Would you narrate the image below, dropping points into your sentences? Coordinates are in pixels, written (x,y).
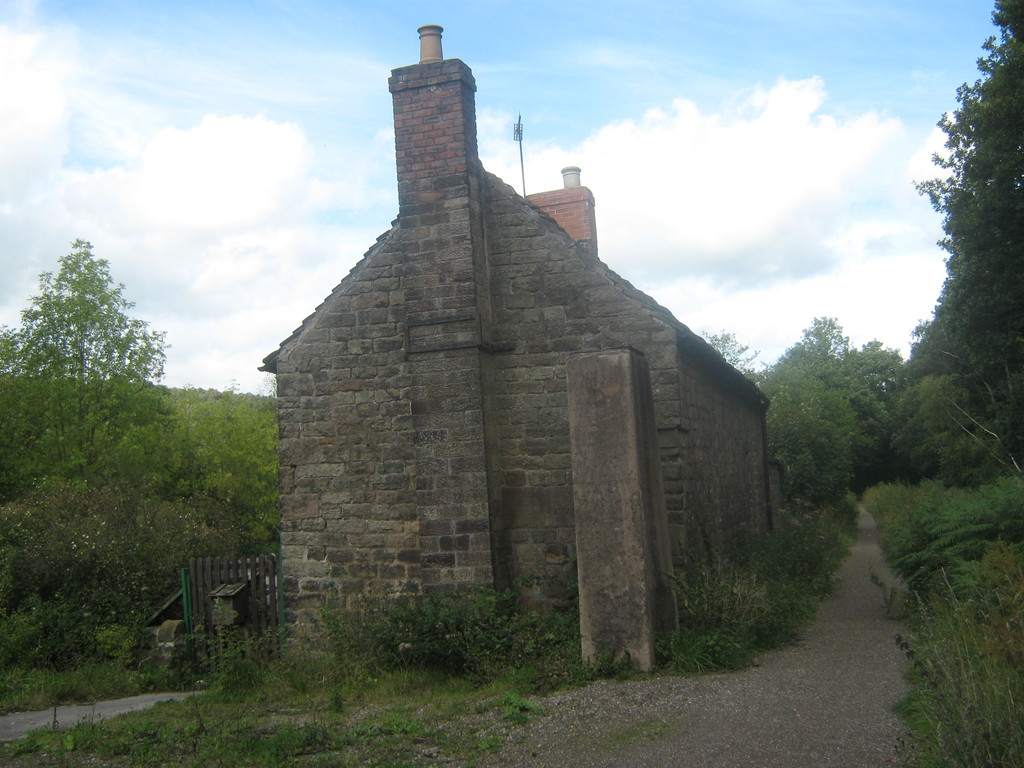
In this image I can see the road (881,602), few trees (830,457) on both sides of the road (864,571) and a huge building (552,397) which is made of bricks (502,392). In the background (260,235) I can see few trees (847,490) and the sky (339,173).
